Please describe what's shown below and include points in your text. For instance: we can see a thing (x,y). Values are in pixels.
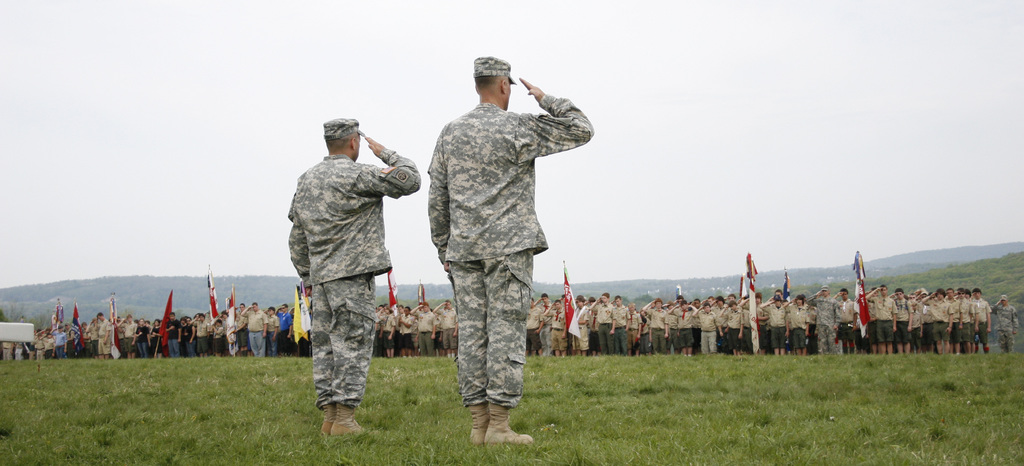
This group of people (413,310) are standing line by line. In-front of them there are flags (235,294). Far there are mountains (712,283). This 2 persons (494,163) are standing and wore military dress (344,208) and military cap (352,125). The grass (774,404) is in green color.
